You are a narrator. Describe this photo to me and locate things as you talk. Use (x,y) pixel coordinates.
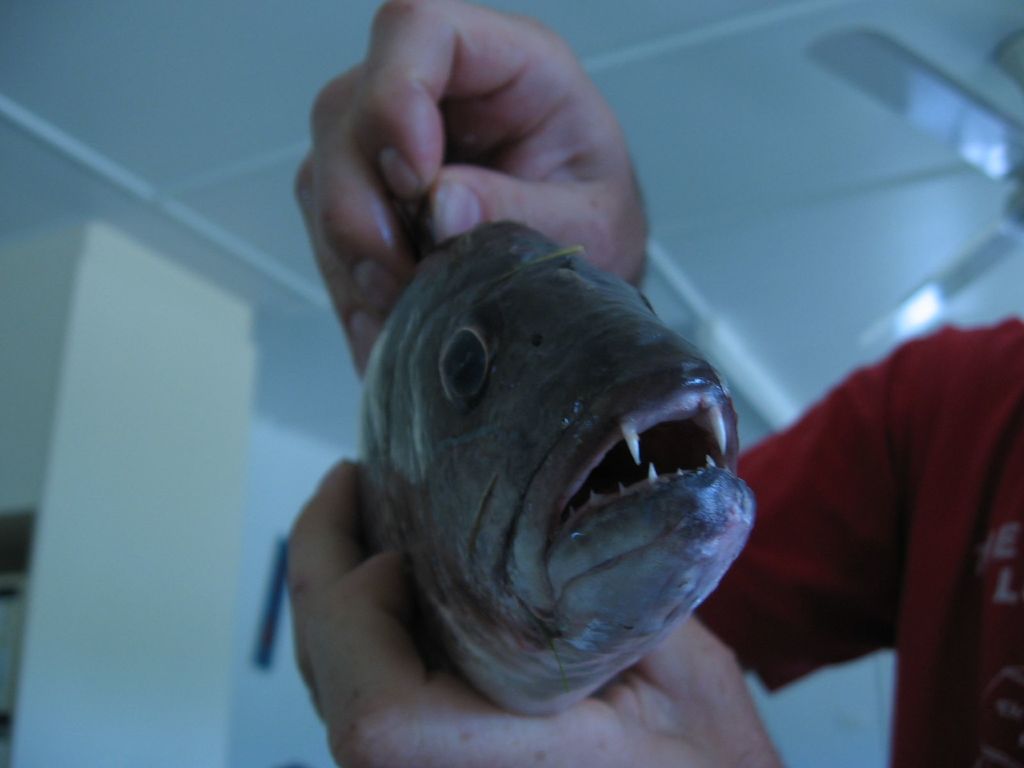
In this image there is a person (850,422) holding a fish (435,412) in the hands (445,178). Behind the person (344,636) there is the wall (262,517). At the top (641,10) there is a fan (875,89) to the ceiling (816,190).
